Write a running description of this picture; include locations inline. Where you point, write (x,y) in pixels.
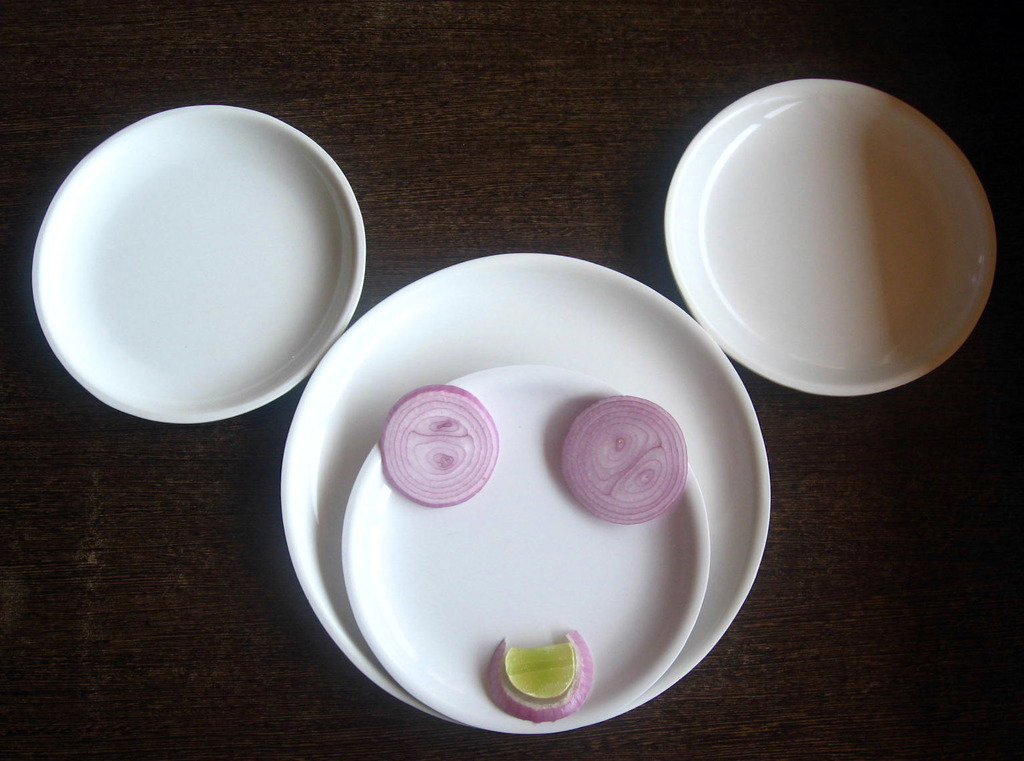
In this picture, we see four plates (756,441). In one of the plates (517,576), we see chopped onions (443,442) and a lemon (548,659). These plates (539,643) are placed on the brown table (155,565).
